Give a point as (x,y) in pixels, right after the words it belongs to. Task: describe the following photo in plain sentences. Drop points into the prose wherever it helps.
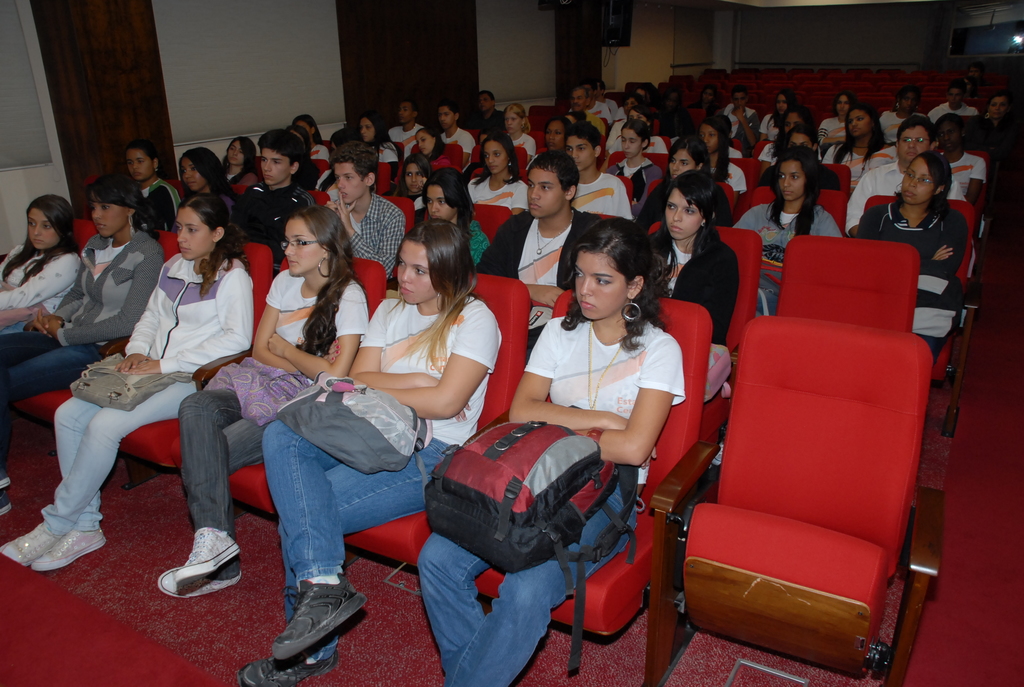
In this image we can see people (385,368) are sitting on the red chairs (259,295).
